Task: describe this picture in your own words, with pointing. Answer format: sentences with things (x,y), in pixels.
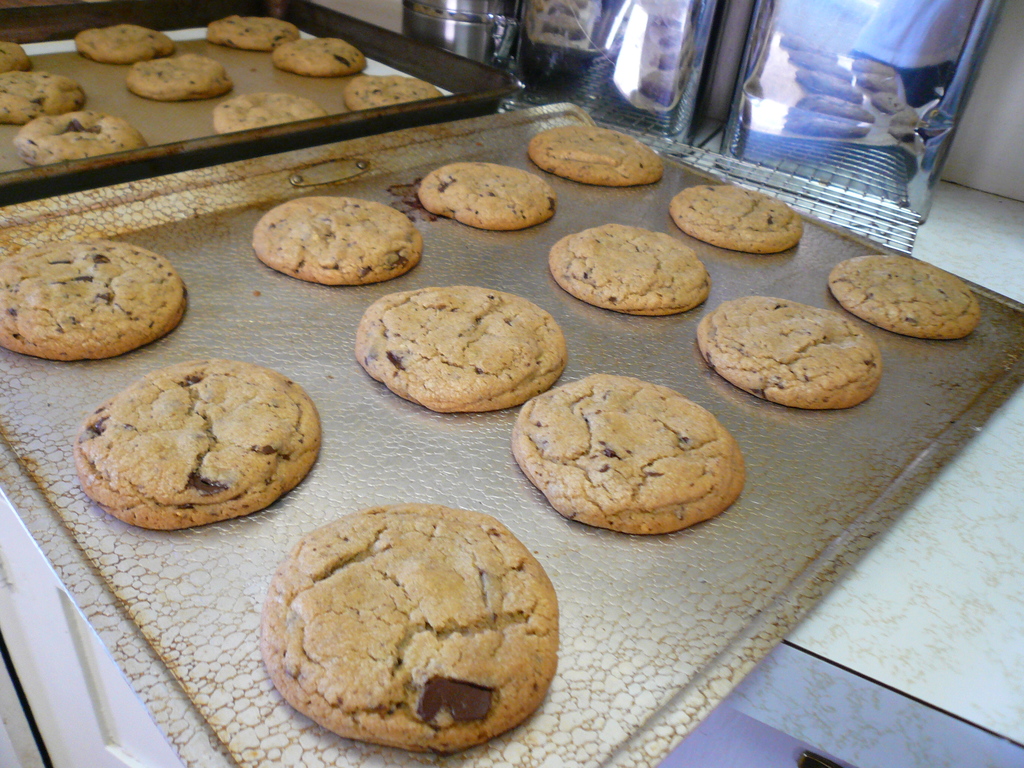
In this image, we can see some biscuits (460,744) on the objects (408,764).
